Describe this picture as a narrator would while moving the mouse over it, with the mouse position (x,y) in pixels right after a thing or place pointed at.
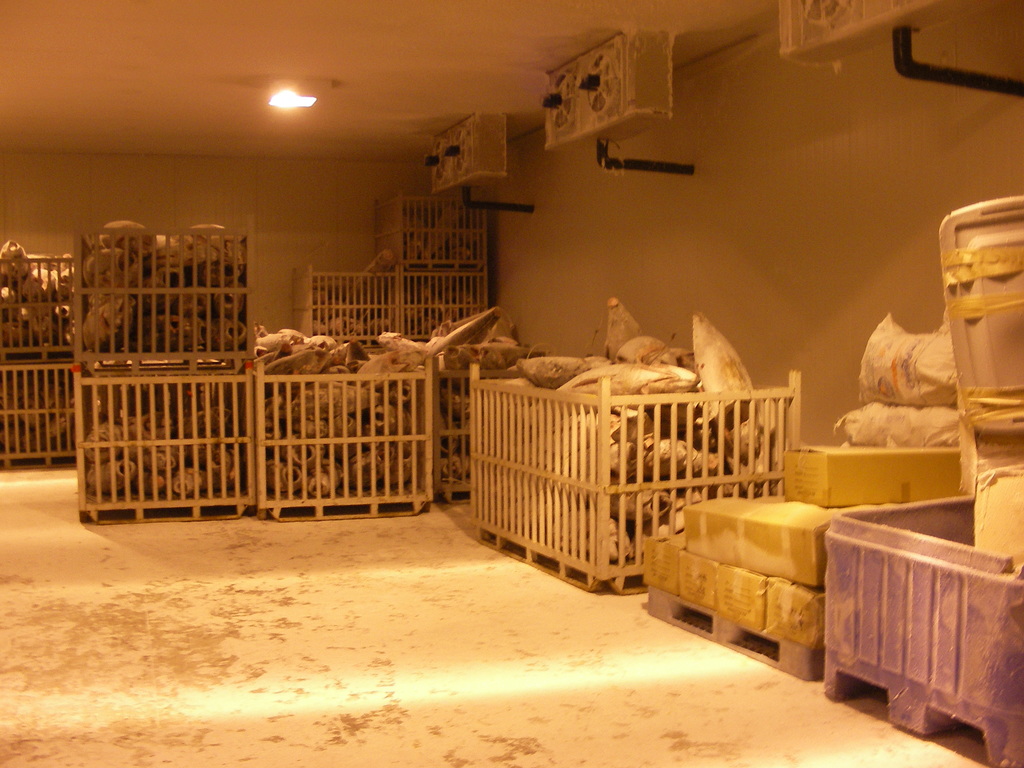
Here we can see containers (550,444) with things (674,395). These are cardboard boxes (716,505). This is light (280,100).
